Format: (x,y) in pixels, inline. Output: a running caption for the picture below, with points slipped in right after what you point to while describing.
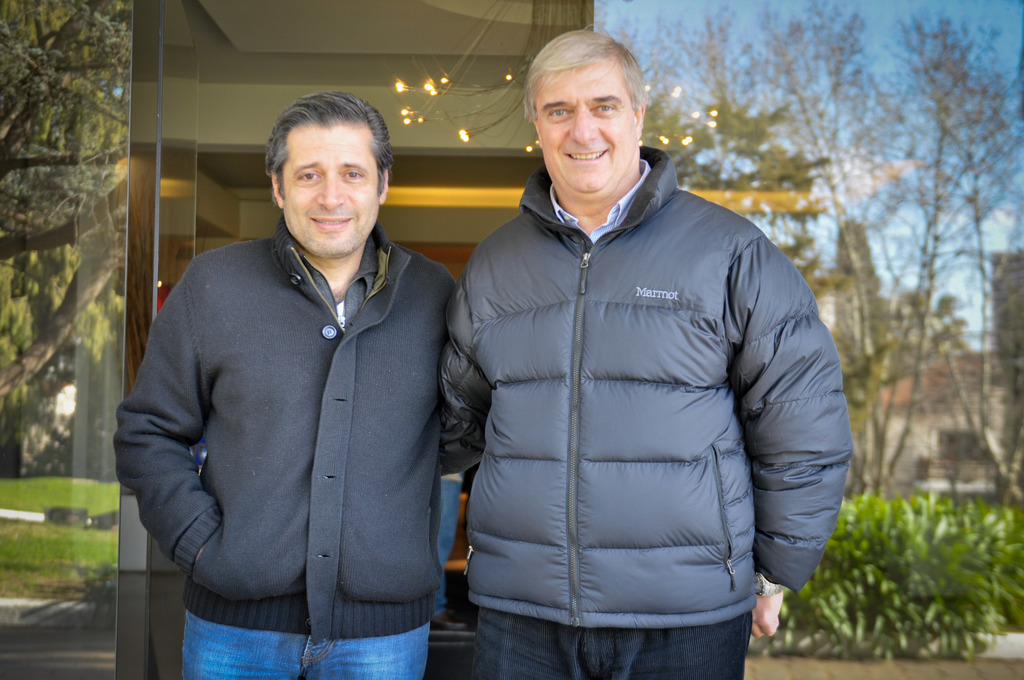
In this picture there are two persons (494,423) standing and smiling. At the back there are lights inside the building (433,142). There is a reflection (971,391) of trees (852,228), plants (991,632), buildings (1017,268), sky (911,19) and clouds (887,158) on the building (871,171).
